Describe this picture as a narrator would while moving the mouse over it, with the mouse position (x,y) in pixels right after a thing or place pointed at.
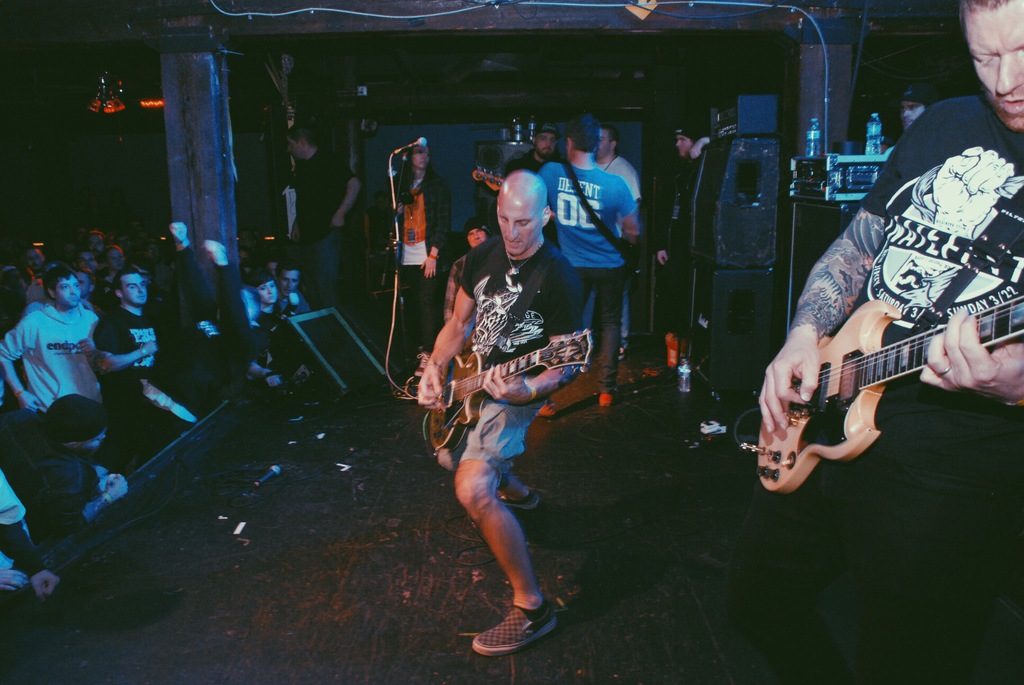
There is a group of people (620,328). They are standing. Some persons (520,412) are playing a musical instruments (509,375) on a stage (548,488). We can see in background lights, wall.
